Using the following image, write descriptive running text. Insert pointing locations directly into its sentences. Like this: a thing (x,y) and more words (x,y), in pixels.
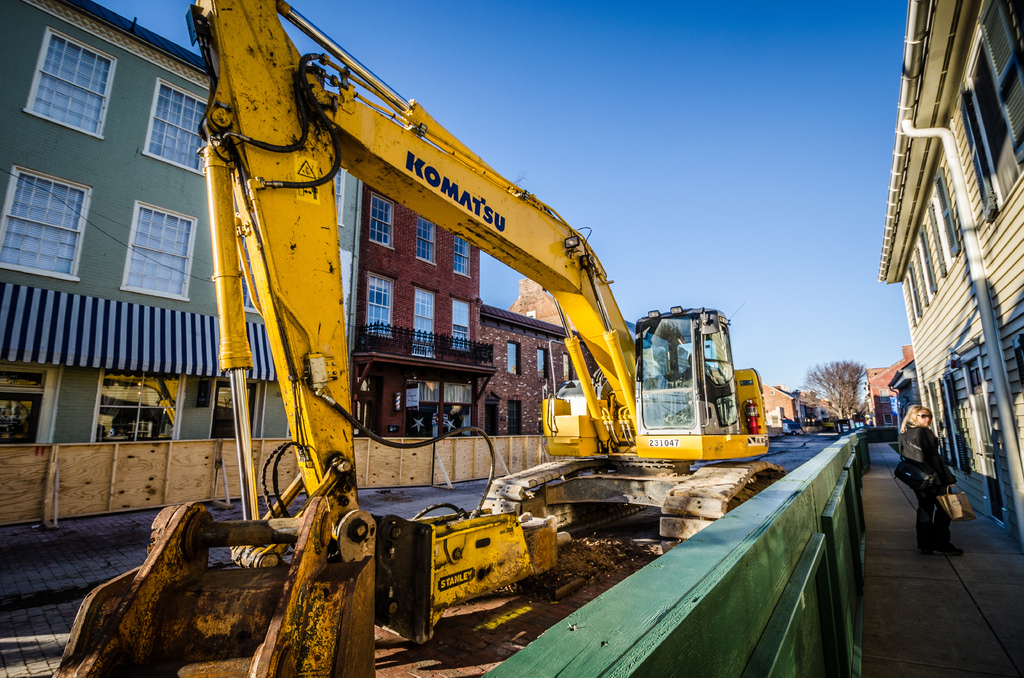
In this image we can see a crane (647,419) on the ground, there are some buildings (187,314), windows (133,244), trees (847,387) and the wall (122,483), also we can see a woman (937,503) standing and holding the bag (947,514), in the background (613,79) we can see the sky (573,120).
